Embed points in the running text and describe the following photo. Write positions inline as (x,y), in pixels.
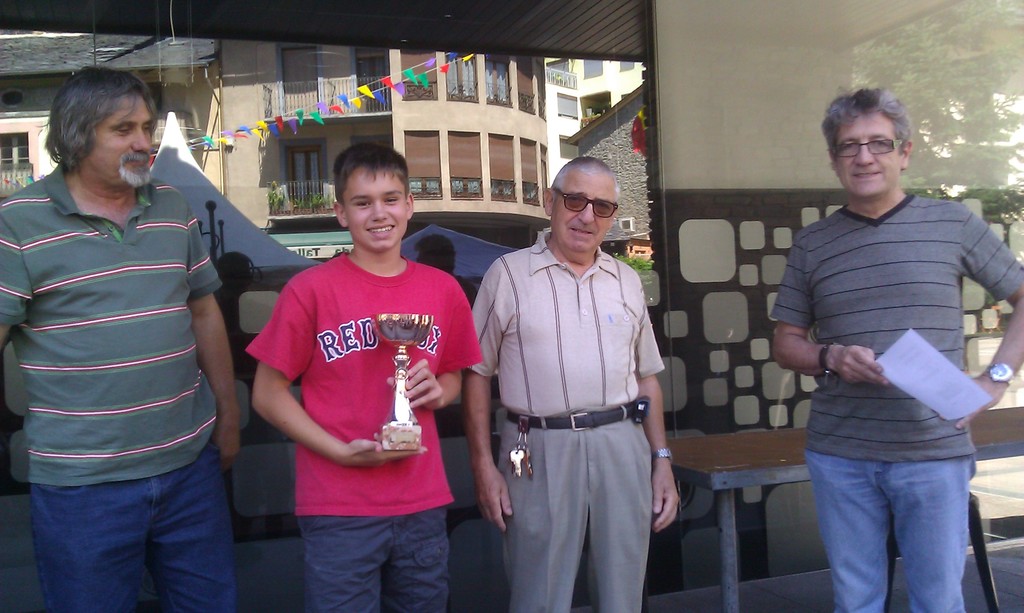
In this image I can see four persons (538,321) standing. In front (365,387) the person (352,386) is wearing red and gray color dress (346,398) and holding a trophy (397,316). Background (484,106) I can see few flags (239,128) in multi color and I can also see few plants (294,199) in green color, buildings (451,139) in brown and cream color and I can also see few glass windows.
